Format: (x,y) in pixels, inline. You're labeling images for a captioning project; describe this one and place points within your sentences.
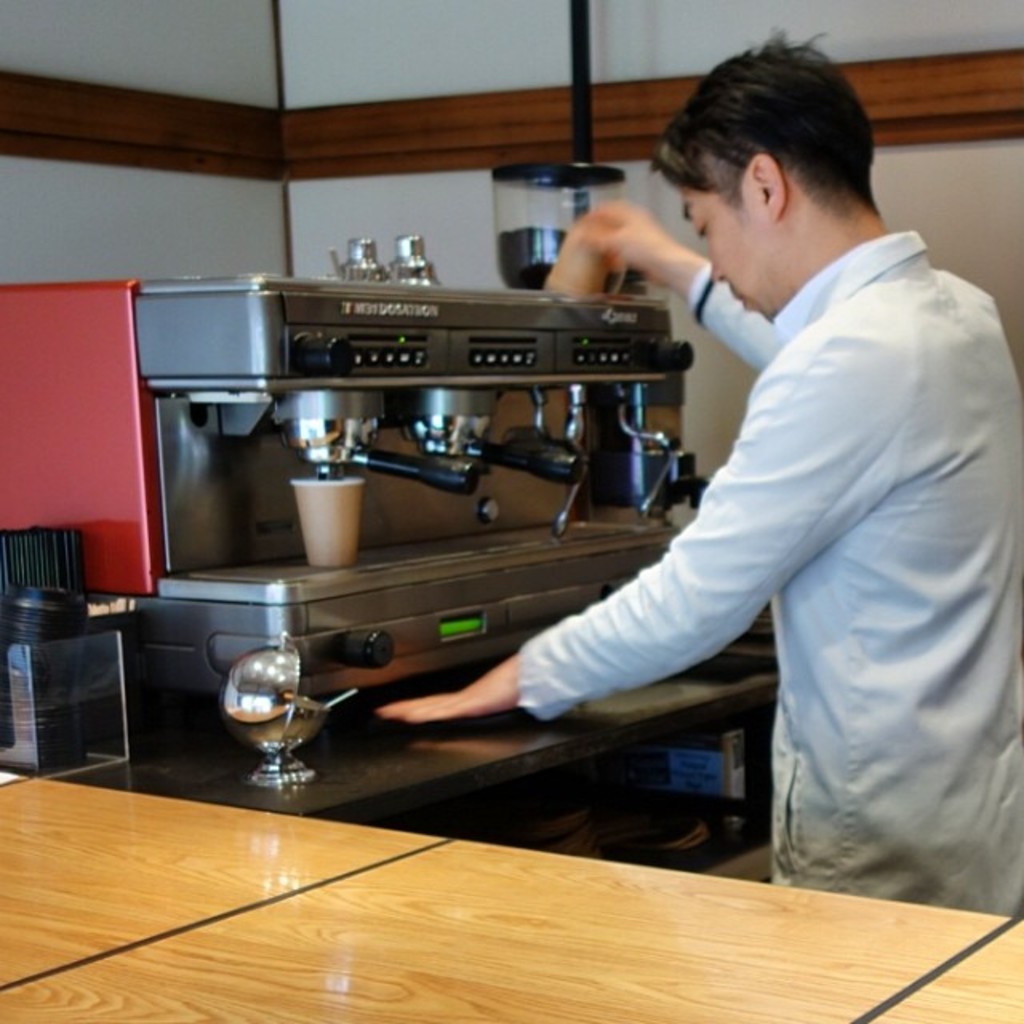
On the right side of the image (857,518) there is a man (853,616) wearing a shirt (806,560) and standing. On the bottom of the image (436,766) there is a table (360,768) on which a machine (262,506) is placed. On the top of the image (296,53) I can see a wall (104,43).
